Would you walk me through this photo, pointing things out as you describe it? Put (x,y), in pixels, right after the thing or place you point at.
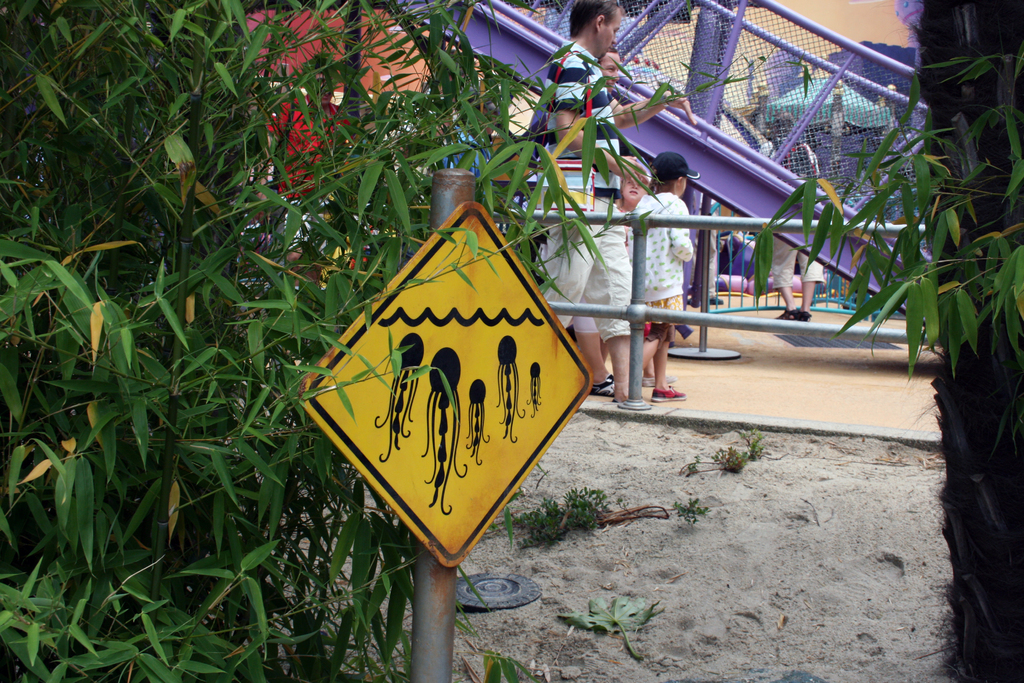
In this picture I can see people (594,231) standing on the ground (667,436). On the left side (104,150) I can see a yellow color sign board (455,421) and trees (282,475). In the background (637,262) I can see fence (637,395) and other objects (747,247).
